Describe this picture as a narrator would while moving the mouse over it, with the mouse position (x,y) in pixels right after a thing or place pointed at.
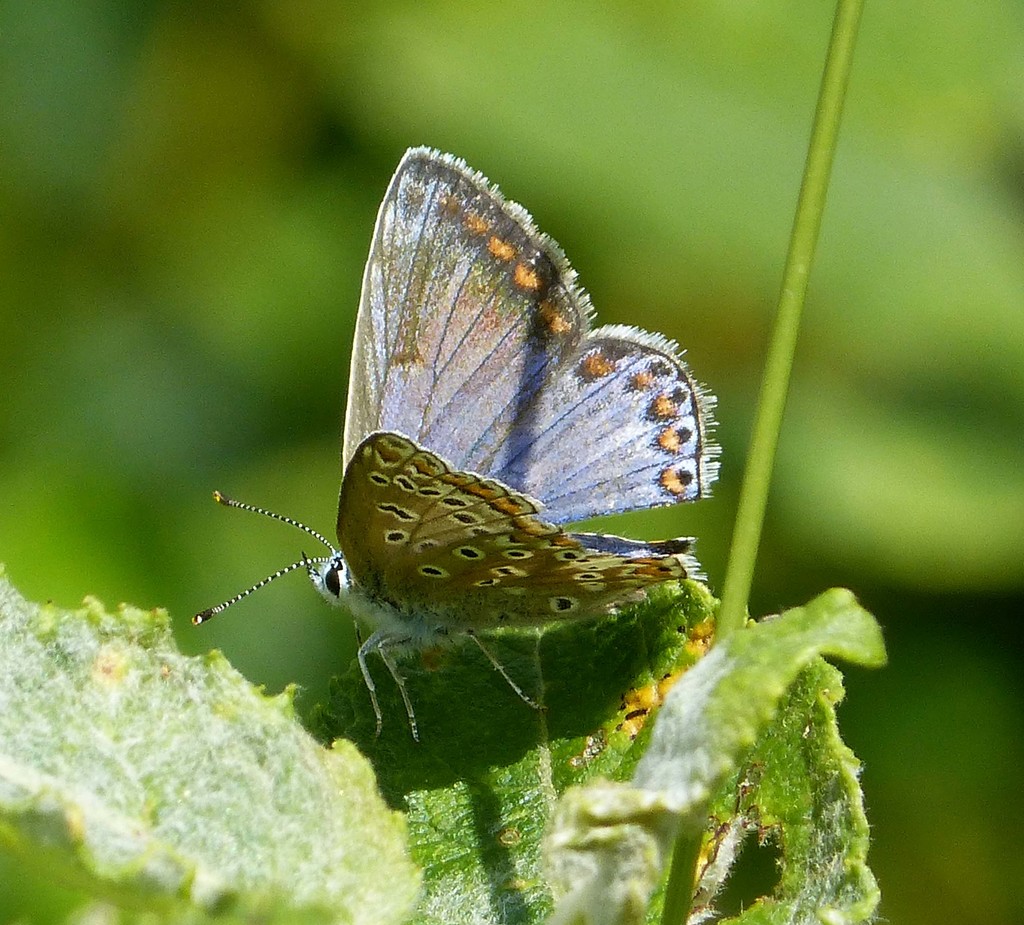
In this image we can see a butterfly (551,608) on a leaf (492,753).
